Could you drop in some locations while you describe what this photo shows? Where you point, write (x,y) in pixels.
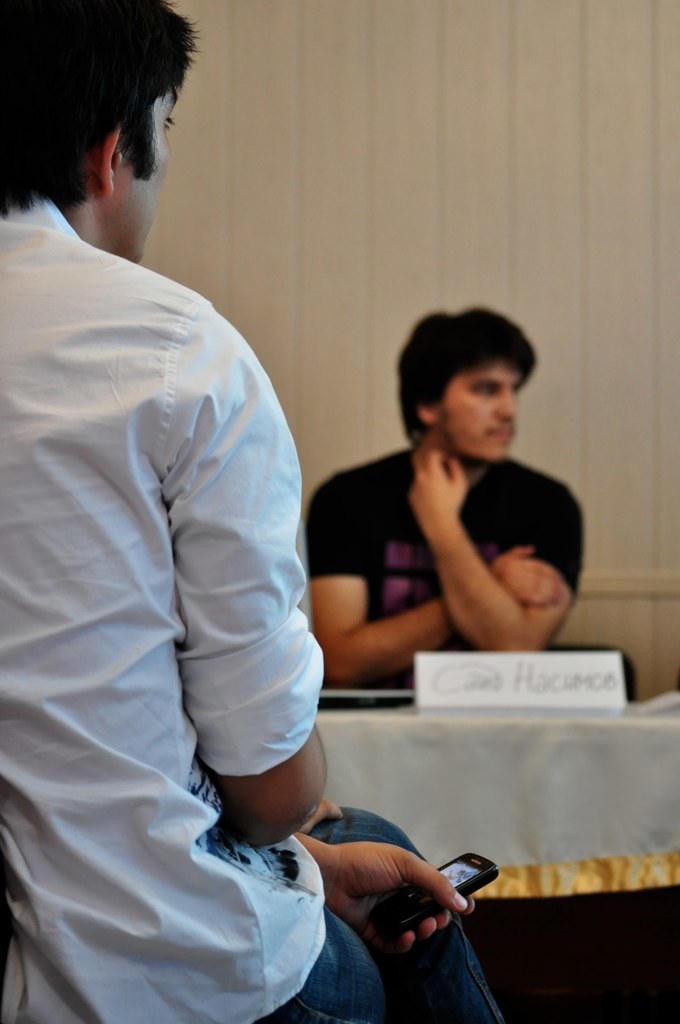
In this image I see a man (194,997) who is sitting and he is holding a mobile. In the background (349,679) I see another man (338,672) who is in front of a table (612,912) on which there is a name board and I see the wall (661,629).
